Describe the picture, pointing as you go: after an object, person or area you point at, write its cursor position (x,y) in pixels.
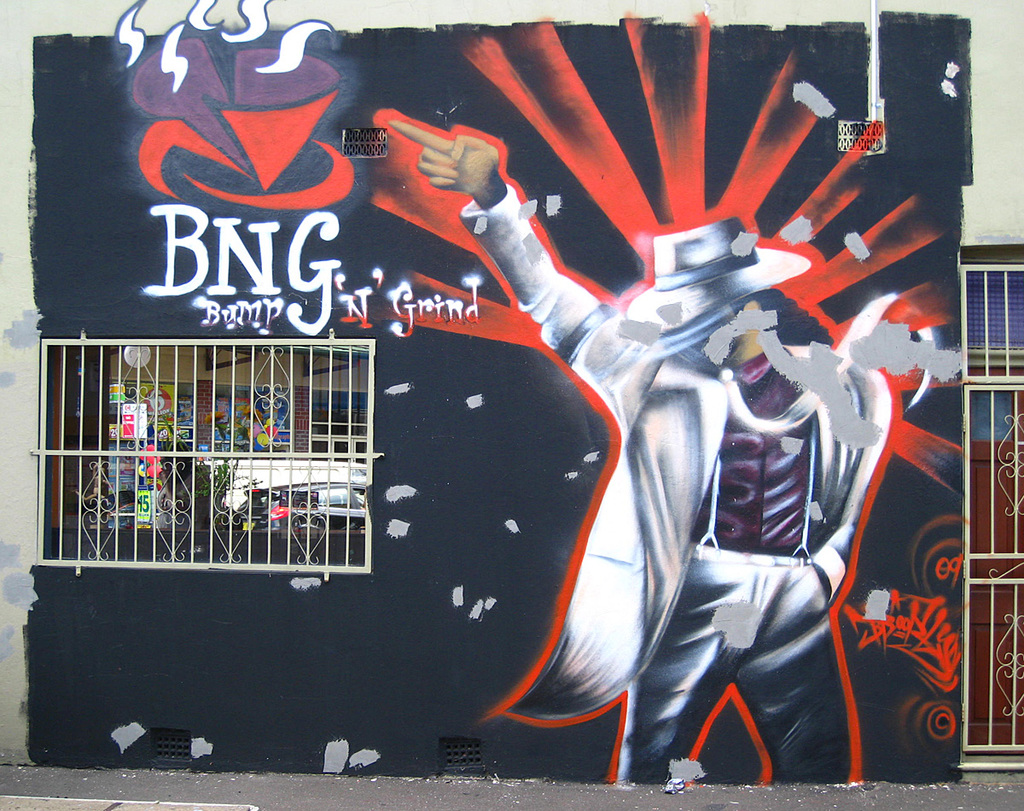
This picture contains a graffiti (610,418). On the left side (291,380), we see the railing (290,539). Behind that, we see many items (168,438) and a car (358,488) is moving on the road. On the right side (1007,697), we see the railing (1015,714) and a door (987,615). At the bottom of the picture (463,783), we see the road (658,802).
